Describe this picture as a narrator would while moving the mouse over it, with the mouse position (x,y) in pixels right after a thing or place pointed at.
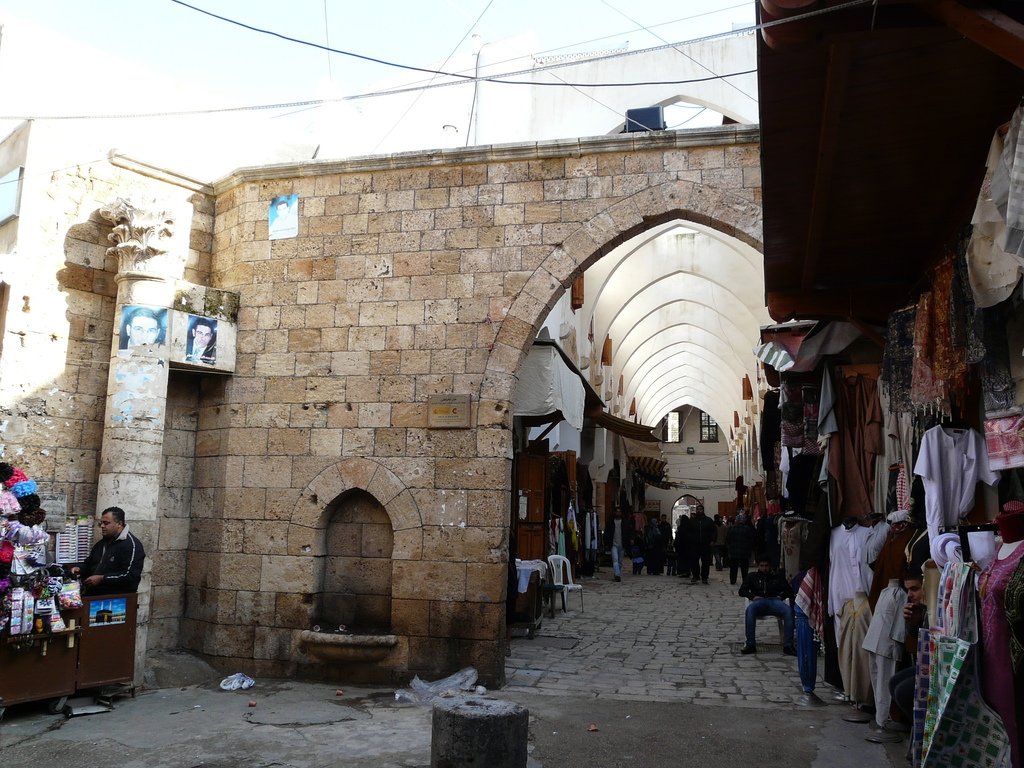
In this image, we can see few stalls (935,500), clothes (961,472), some objects (20,561). Here there are few people (771,613). Few are walking and sitting. Background (437,467) there is a wall (300,391), few posters (132,306), some board (17,202). Top of the image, we can see the wires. Here some black color object (645,123) we can see.
